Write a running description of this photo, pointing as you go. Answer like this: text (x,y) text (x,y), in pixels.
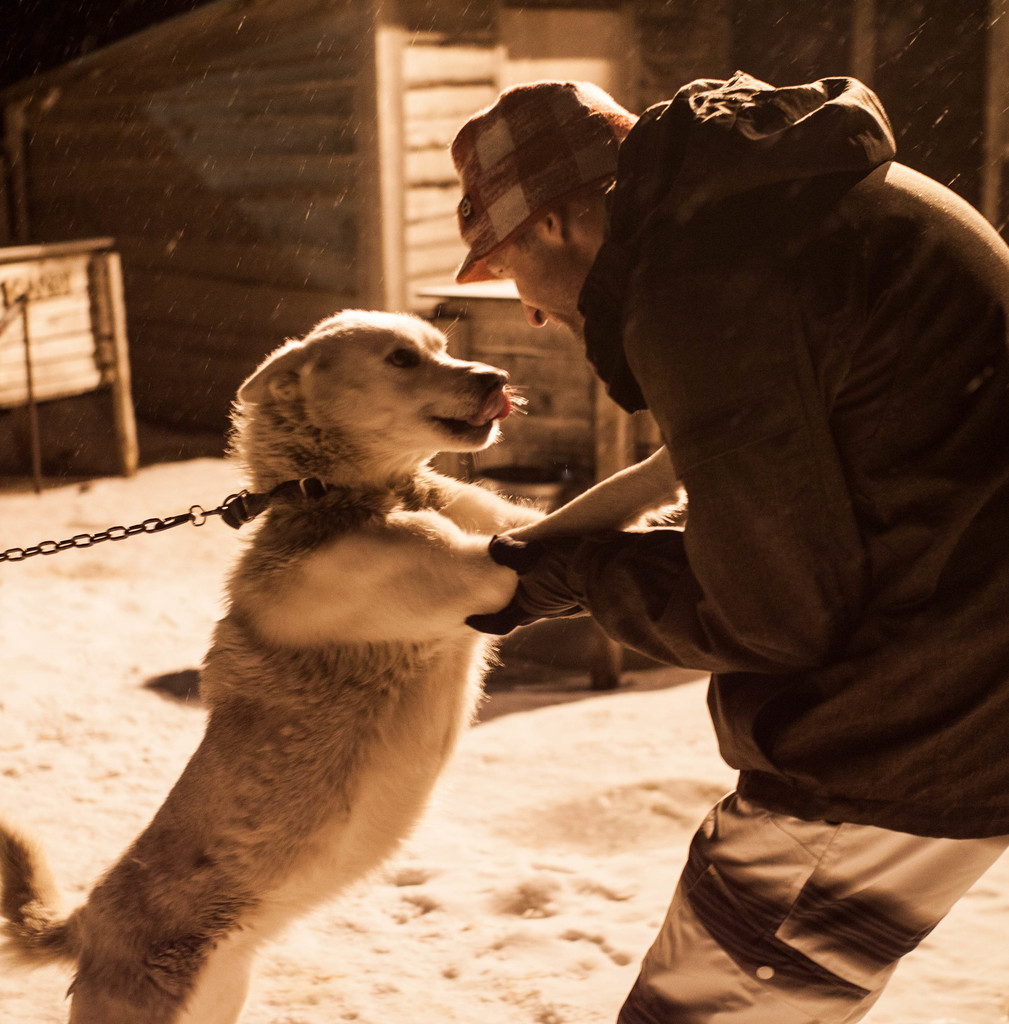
In this image there is a person (579,284) standing and holding a dog (224,968) is wearing a cap (597,113). At the background (623,96) there is a wooden door (623,96).
